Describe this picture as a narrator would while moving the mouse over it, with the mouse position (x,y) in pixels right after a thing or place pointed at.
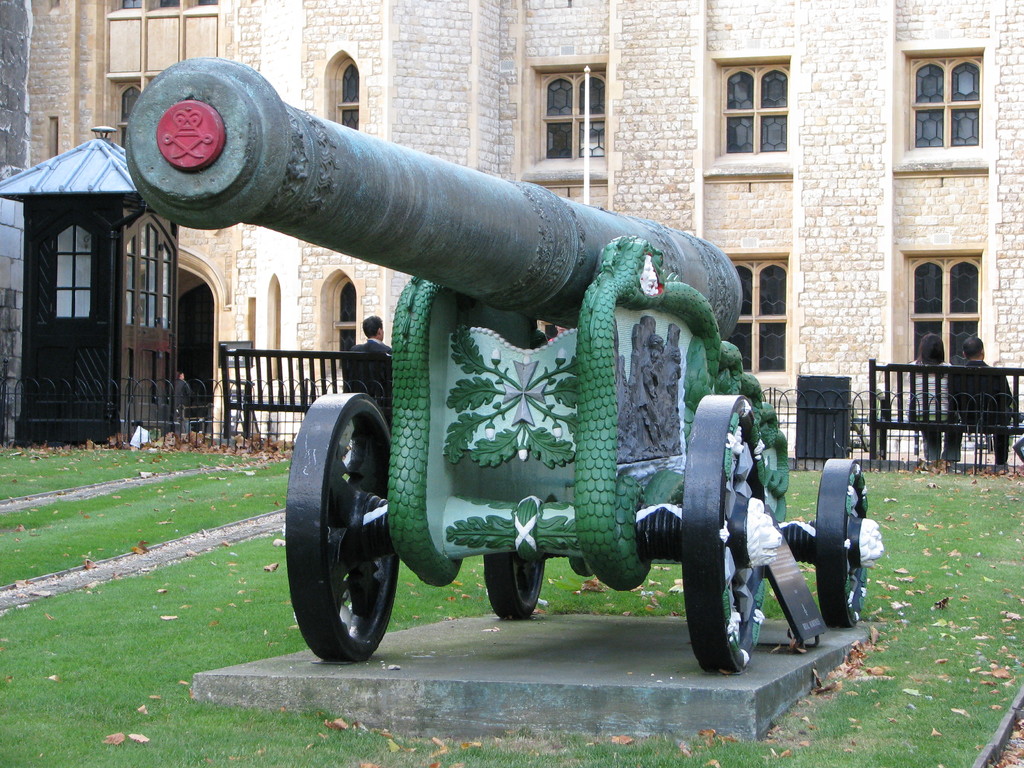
In this image we can see one big cream color building (923,89) with glass windows (561,145), one ground (114,509) with a fence (956,435), some green grass (50,461) on the ground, two benches (341,365), three people (380,349) are sitting on these benches (965,369), one dustbin (844,403) and one green color cannon (506,396) with one name plate (793,601).
